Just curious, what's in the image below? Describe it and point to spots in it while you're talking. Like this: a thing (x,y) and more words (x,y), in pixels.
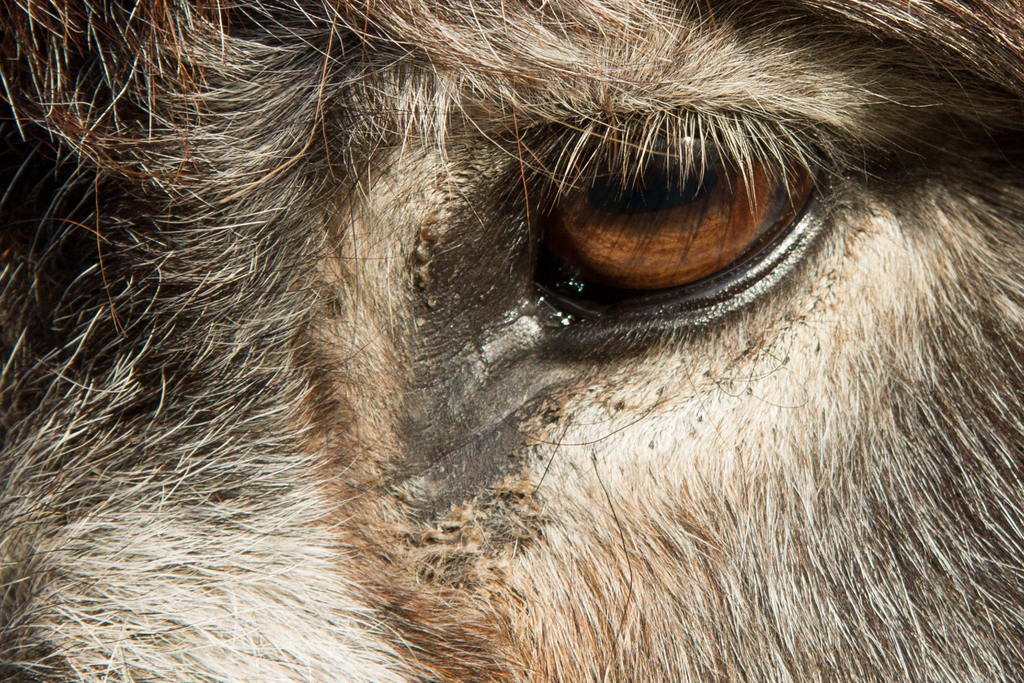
In this picture there is an animal's eye (568,250).
